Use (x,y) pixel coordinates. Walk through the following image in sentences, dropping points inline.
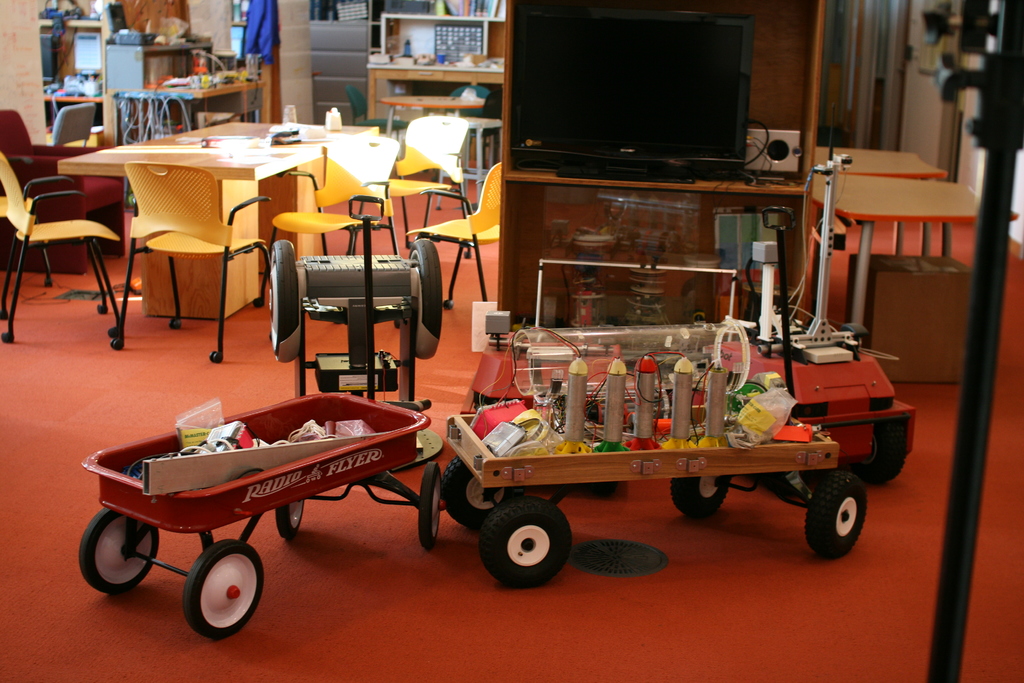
In this image in the middle (391,437) there is a vehicle (468,495) on that there are some items (492,453). On the left (219,310), there is a table (254,205) on that there are papers (257,156), around that there are many chairs (320,194) and cupboards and wires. In the middle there is a television (624,149). On the right (878,204) there are tables (895,175) and floor (925,488).
